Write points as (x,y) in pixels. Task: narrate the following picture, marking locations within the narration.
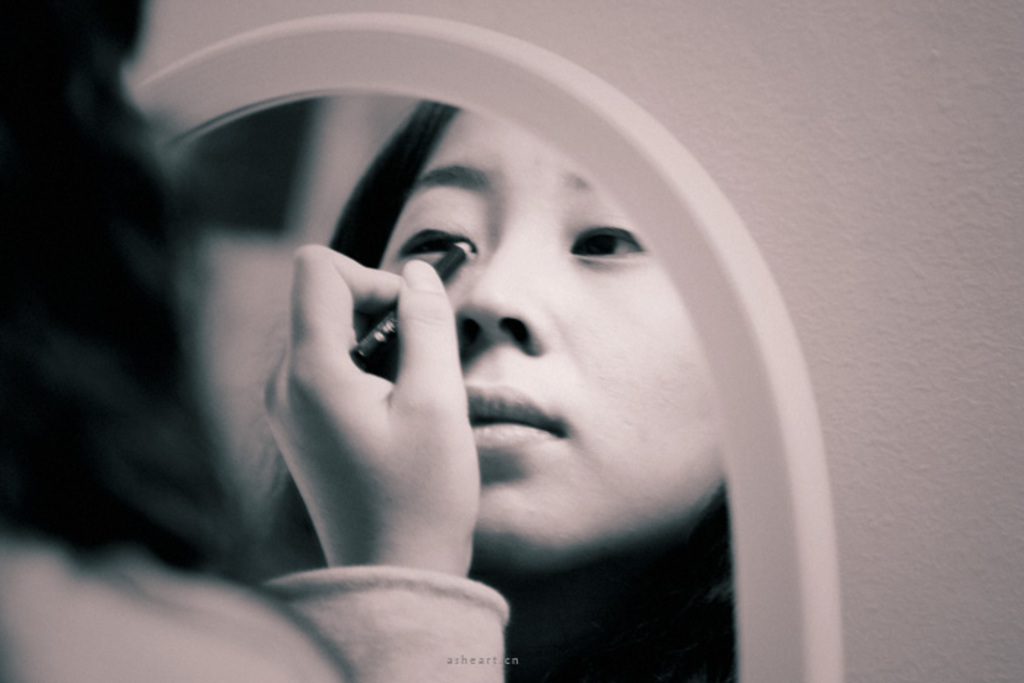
In this image there is a lady (252,556) looking in a mirror (376,398) and in the mirror (508,341) there is a reflection (501,350) of the lady's face (477,382), holding a pencil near her eye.
